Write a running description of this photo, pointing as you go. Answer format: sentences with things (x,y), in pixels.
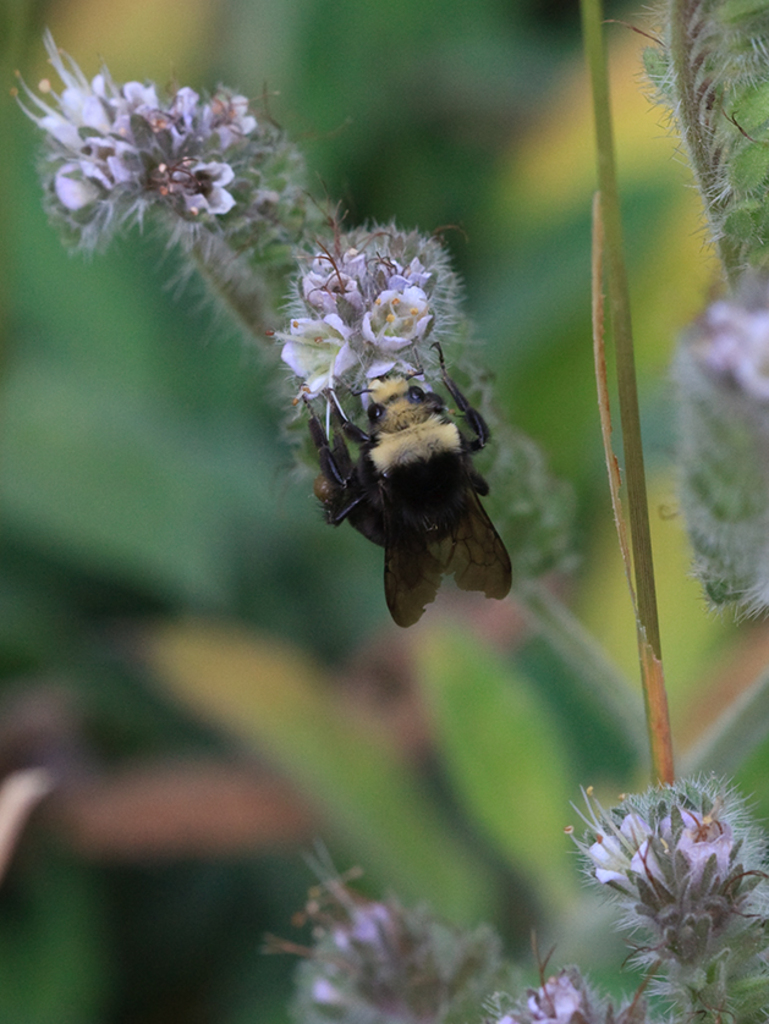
In the image there is a bee (389,461) on the white flowers (429,320). To the right bottom corner of the image (677,927) there are white flowers (677,880). And in the background (310,655) there are leaves (396,801).
